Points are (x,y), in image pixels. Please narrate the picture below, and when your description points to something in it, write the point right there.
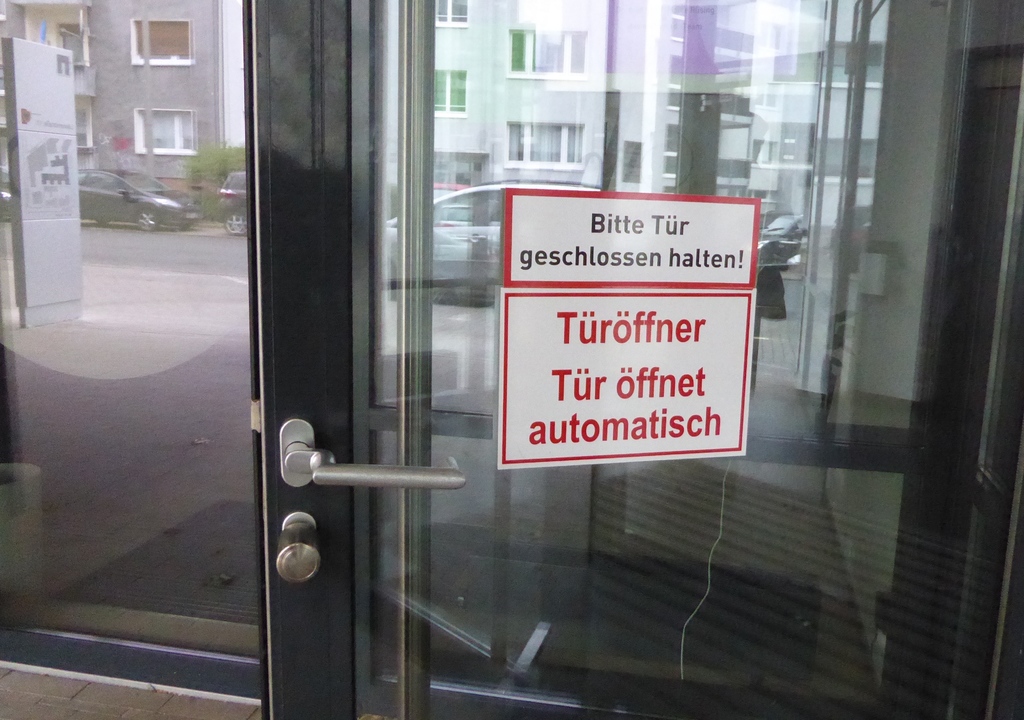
In this picture there is a door (716,193) and there are posters (691,263) on the door (847,327) and there is text (702,350) on the poster (704,222) and there are reflections (505,105) of buildings (493,106), trees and vehicles (446,190) and there is a reflection (7,133) of board (46,148) and road (196,270) on the door (343,255). Behind the door (486,374) there is a mat (664,492). At the bottom (16,687) there is a floor (25,678).
